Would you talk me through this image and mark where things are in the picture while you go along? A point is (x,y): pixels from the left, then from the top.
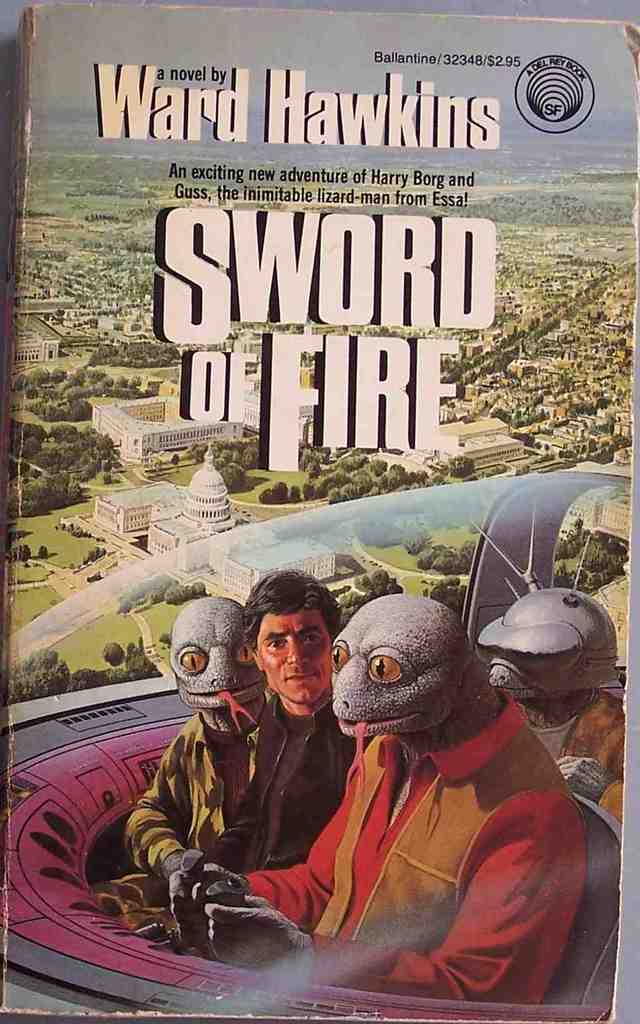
In this image we can see the cover page (260,489) of a book (173,676) with some images (247,620) and text (219,253) on it.
